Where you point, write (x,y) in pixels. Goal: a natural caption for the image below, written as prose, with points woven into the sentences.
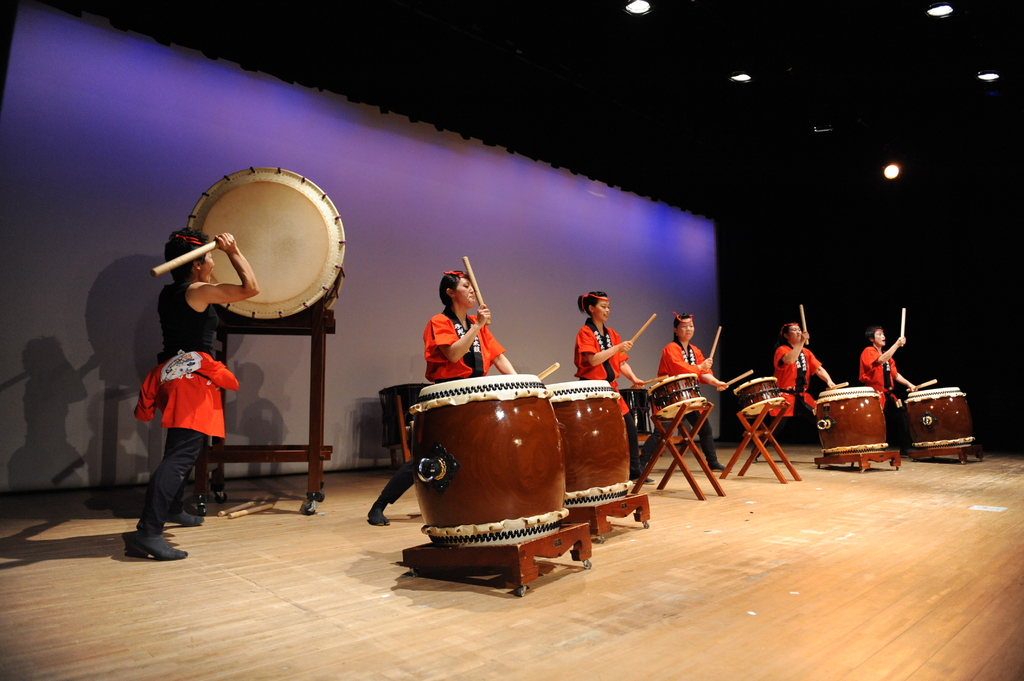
There are many people (902,430) standing on the stage (813,593) with red color dress (676,354). All are playing drums (759,405). And to the left side (212,352) there is a person (187,391) standing with black top (187,329) and red shirt (200,387). Behind them there is a screen (400,211).
